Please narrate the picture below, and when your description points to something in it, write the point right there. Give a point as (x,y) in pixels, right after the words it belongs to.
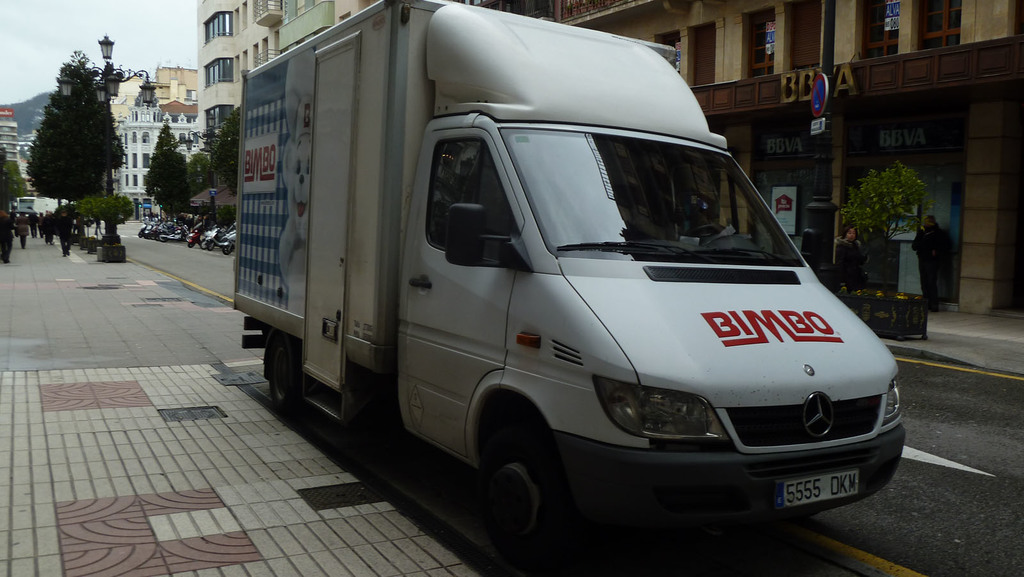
In the image there is a truck (423,282) on the road (905,547) and buildings (953,156) beside it with a person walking in front of the foot path (958,351) and trees (176,207) on either side of the road (121,226) with vehicles (216,240) in the background (182,234) and above its sky (47,28).
